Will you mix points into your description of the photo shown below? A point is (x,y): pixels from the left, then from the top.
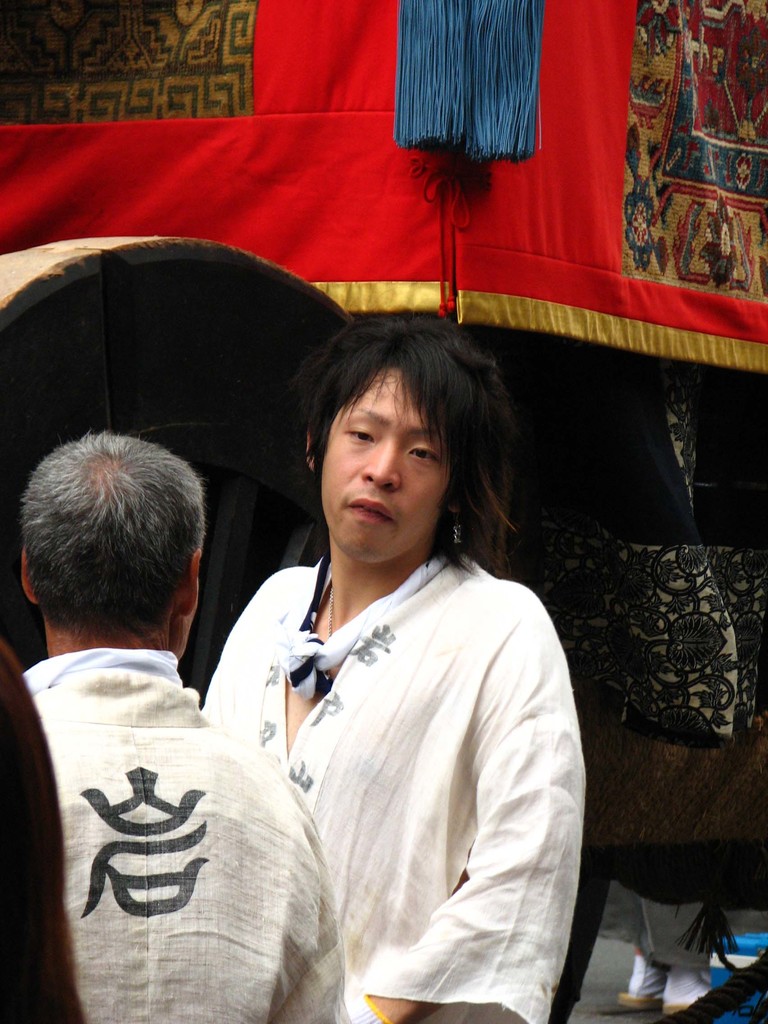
Here I can see two men (319,717) wearing white color dresses (293,862). At the back of these people (373,678) there is wooden object (151,372). At the top (93,128) there is a red color cloth (425,184) and also a blue color cloth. In the bottom right (674,960), I can see a person's legs (683,985).
